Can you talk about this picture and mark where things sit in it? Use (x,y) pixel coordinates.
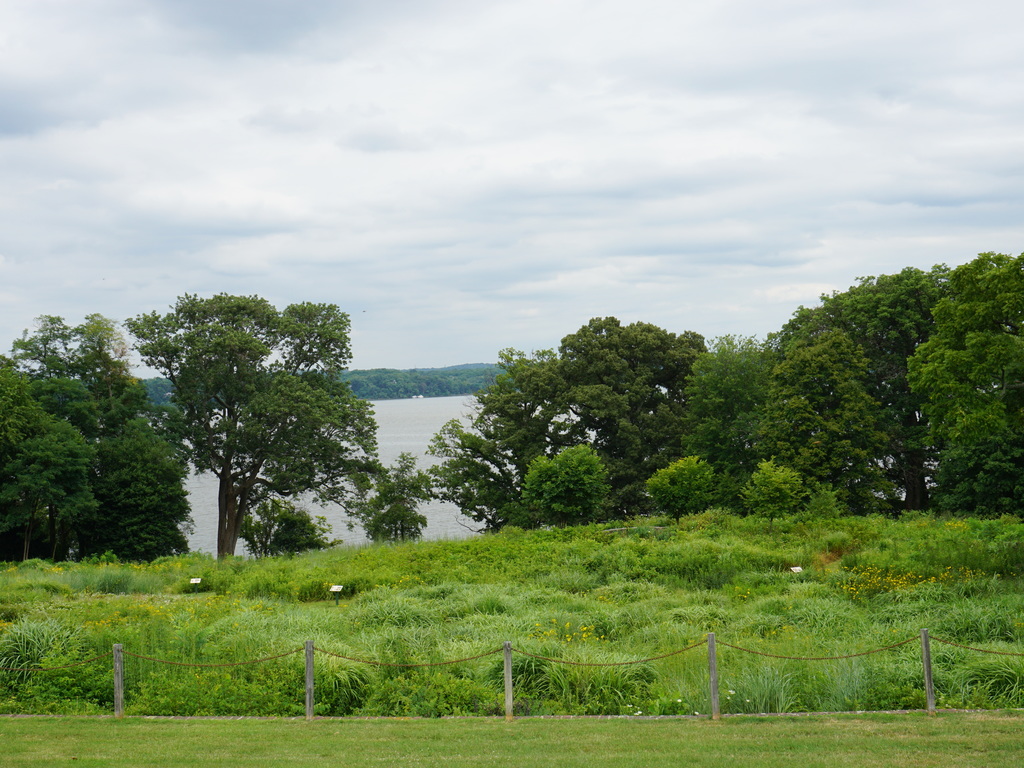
In front of the image there is a fence (711,700). There are plants (478,569), trees (254,396), signs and water (396,430). At the bottom of the image (675,750) there is grass (706,748) on the surface (698,741). At the top of the image (376,111) there are clouds (241,66) in the sky (209,69).
